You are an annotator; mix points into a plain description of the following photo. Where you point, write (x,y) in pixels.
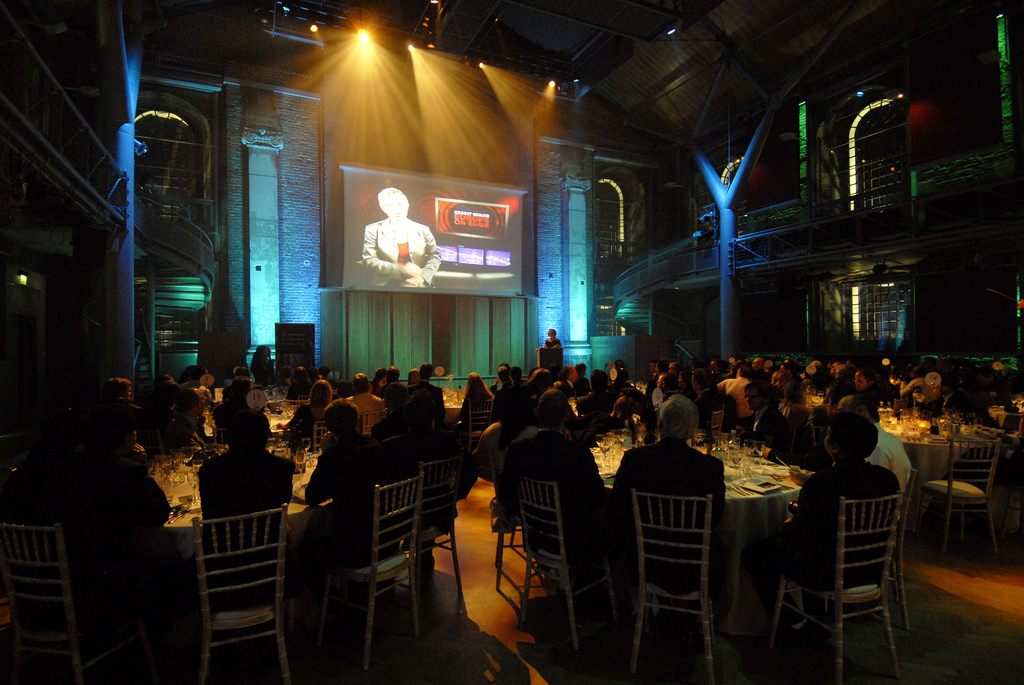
This image is taken in a hall (356,164). There are many people (263,386) in this hall (712,362). Everyone are sitting on a chairs (326,610) around the table (737,507). On the table (722,533) there were many things (736,462) on it. At the bottom of the image (498,658) there is a floor (497,645). At the background (415,211) there is a wall (21,251) with windows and a screen (396,205) with text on it, and there are few lights (484,62) on the top of the image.
